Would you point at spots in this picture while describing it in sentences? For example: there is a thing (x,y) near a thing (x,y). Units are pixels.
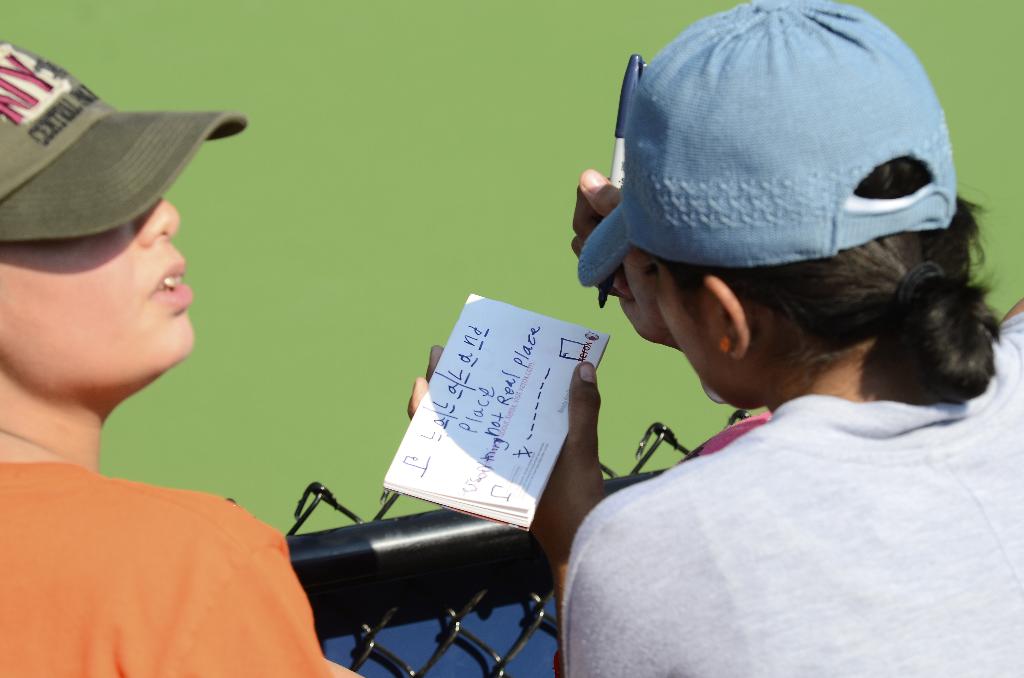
In this image I can see two persons (831,414) are wearing caps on their head (748,338) and a fence (502,587). In the background (225,189) I can see a green color. This image is taken may be during a day.
